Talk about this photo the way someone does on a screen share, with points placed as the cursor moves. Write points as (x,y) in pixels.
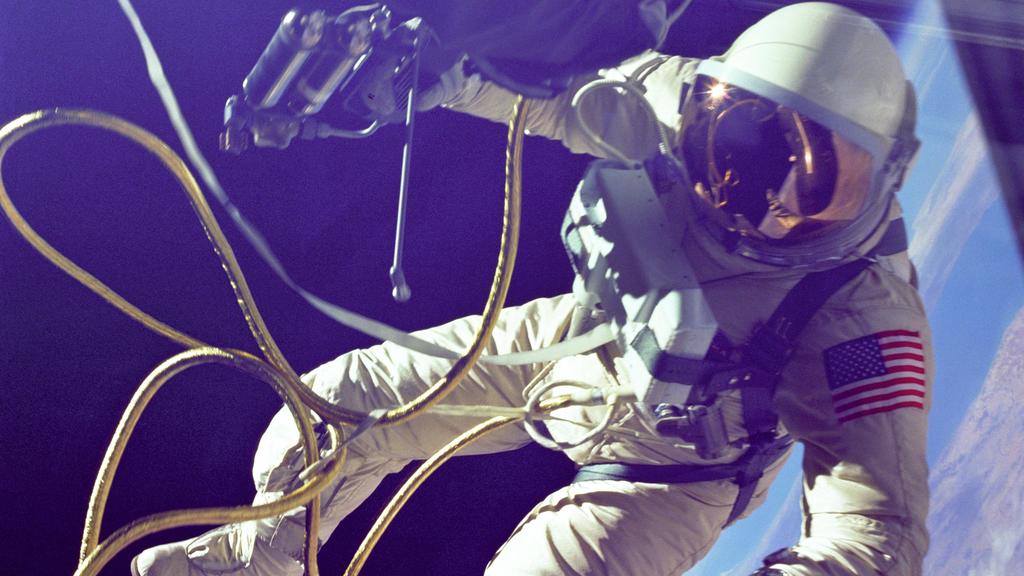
In this image I can see a person (659,367) wearing astronaut dress (602,381) which is cream in color is flying in the air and I can see a flag (918,363) and few pipes (478,430). In the background (340,346) I can see the earth (972,310) and the space (362,249).
